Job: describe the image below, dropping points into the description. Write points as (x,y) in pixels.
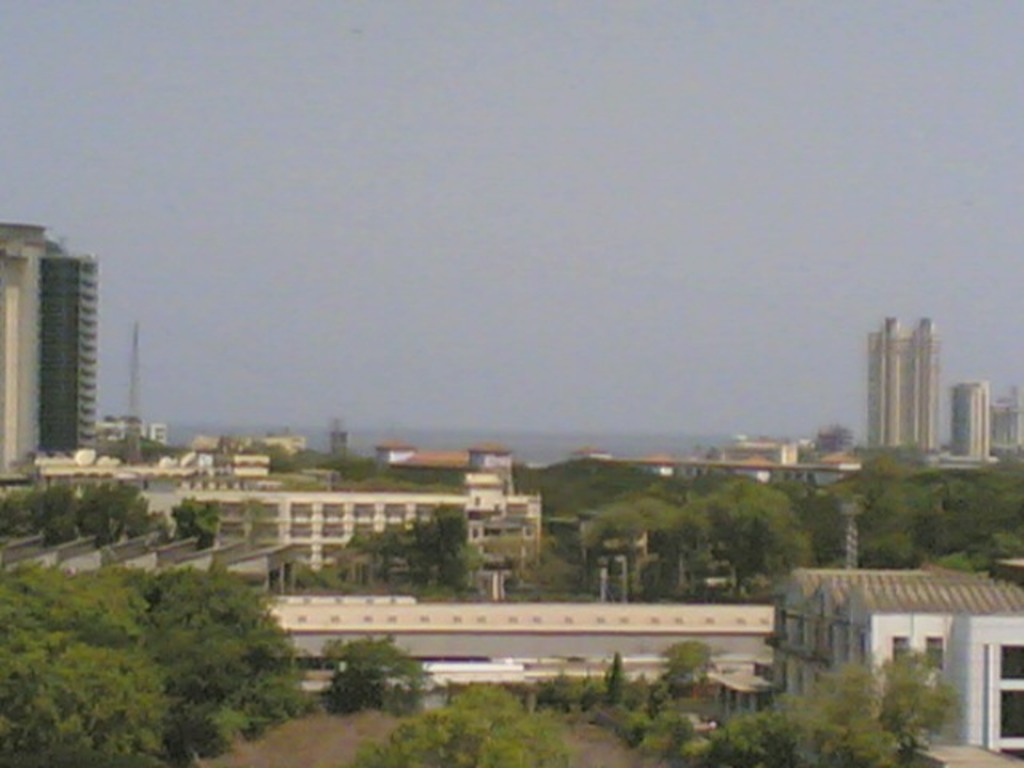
In this picture I can see few trees (559,531) and buildings (511,518) in the middle (653,482), at the top (537,244) there is the sky (515,324).
